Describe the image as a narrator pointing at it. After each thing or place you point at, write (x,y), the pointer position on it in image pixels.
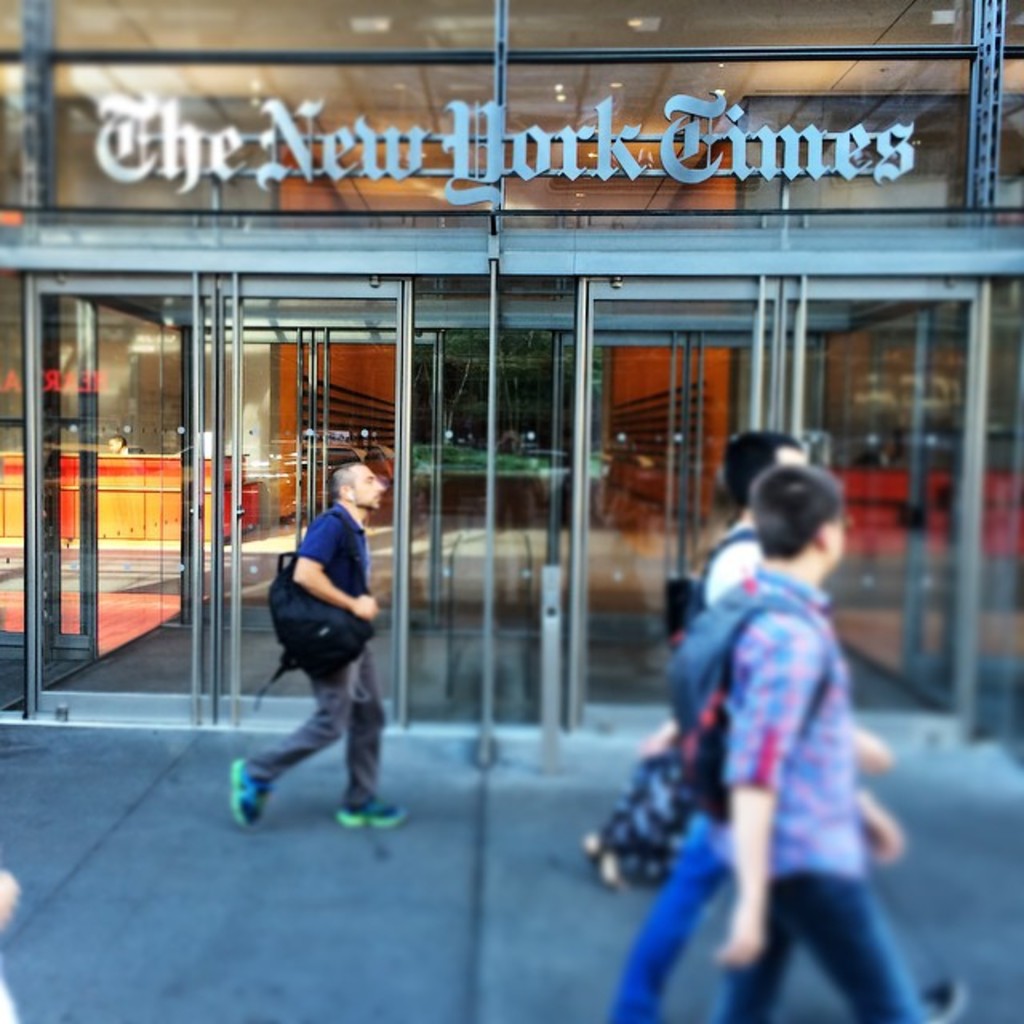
In the picture we can see some people (786,889) are walking in front of the shop (117,521), it is with glass doors (76,417) and the name of the shop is The New York Times.
